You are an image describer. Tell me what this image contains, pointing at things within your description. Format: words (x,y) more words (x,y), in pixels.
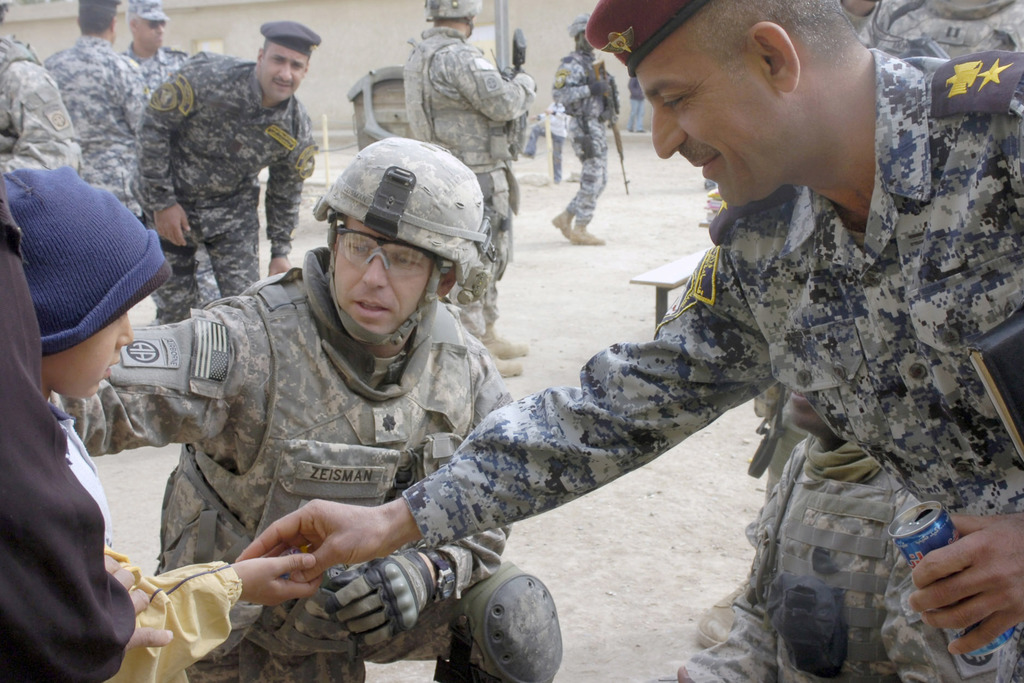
Here men (506,367) are standing. This is can (930,519), gun (609,125) and helmet (481,214).
